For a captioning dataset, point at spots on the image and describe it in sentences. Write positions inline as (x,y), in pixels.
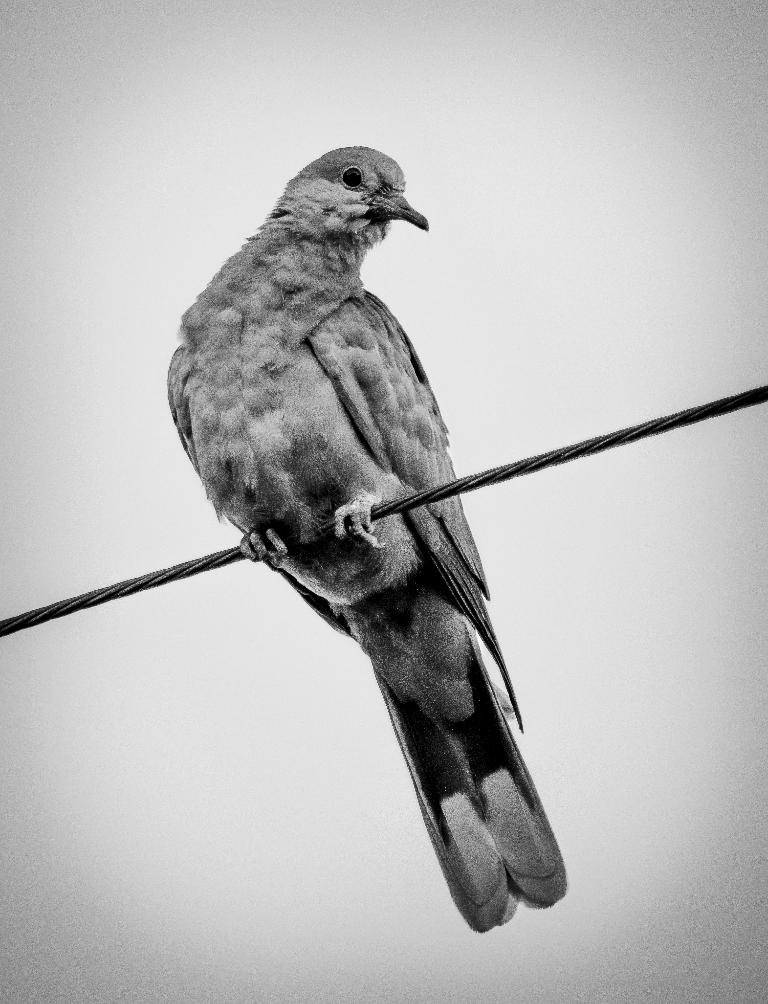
In this picture there is a bird (478,588) which is standing on the electric wire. In the back (436,383) I can see the sky (549,315).
